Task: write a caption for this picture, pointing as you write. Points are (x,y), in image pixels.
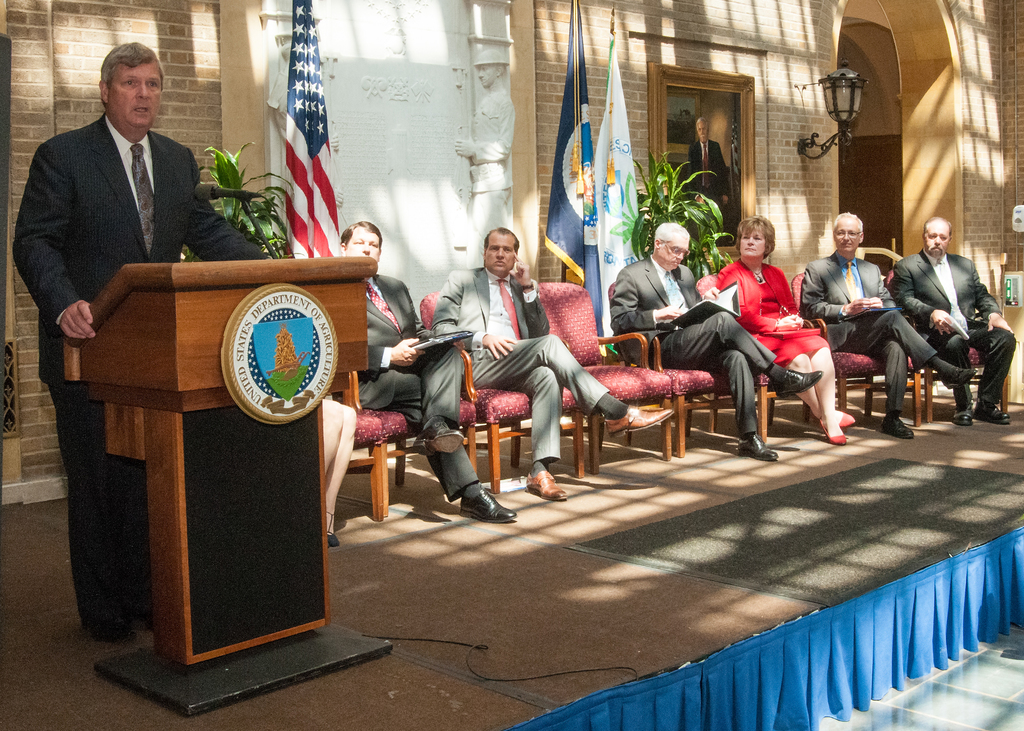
In this picture we can see so many people (595,384) are sitting in the chairs (506,396) in front of the building (23,169), one person (93,159) is standing and talking with the help of mike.
